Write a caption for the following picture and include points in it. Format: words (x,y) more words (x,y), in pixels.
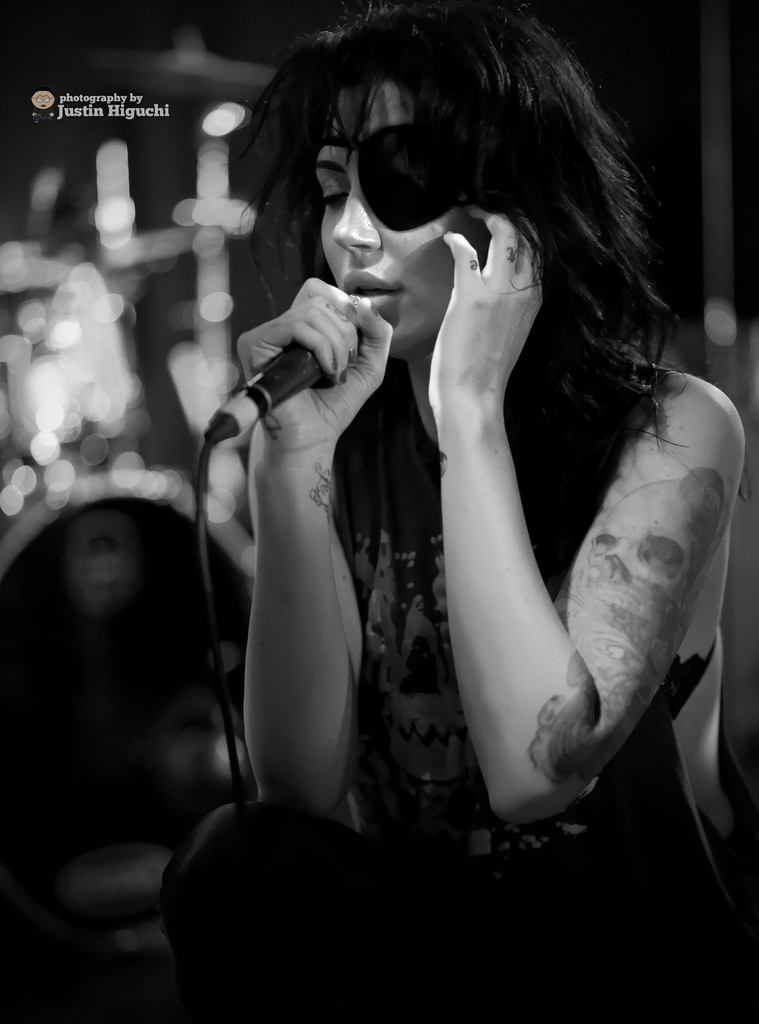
This is a black and white picture. In this picture we can see a woman (645,420) holding a microphone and looks like she's singing. In the top left corner of the picture (68,96) we can see watermark (45,96). Background (9,51) portion of the picture is blurred.
